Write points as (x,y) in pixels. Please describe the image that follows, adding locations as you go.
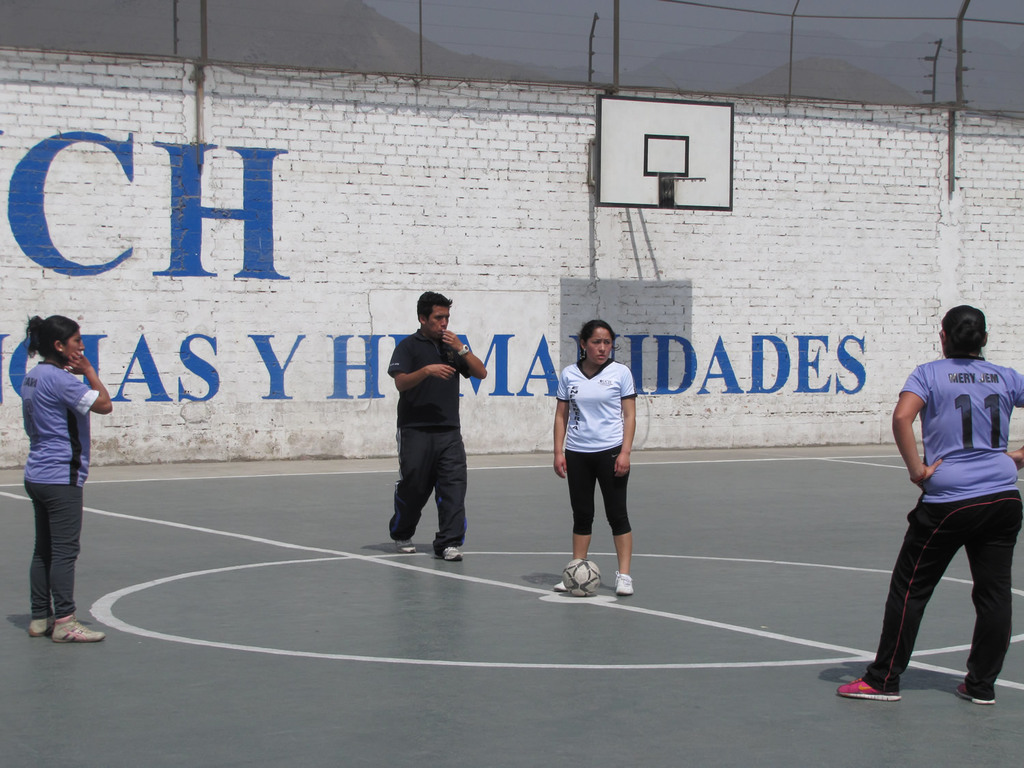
In this image I can see four people (421,323) standing. There is a basketball hoop (645,201) attached to the wall (314,243). There is a fencing (439,78), there are hills (368,19), cables (557,54) and in the background (569,42) there is sky (552,43).
